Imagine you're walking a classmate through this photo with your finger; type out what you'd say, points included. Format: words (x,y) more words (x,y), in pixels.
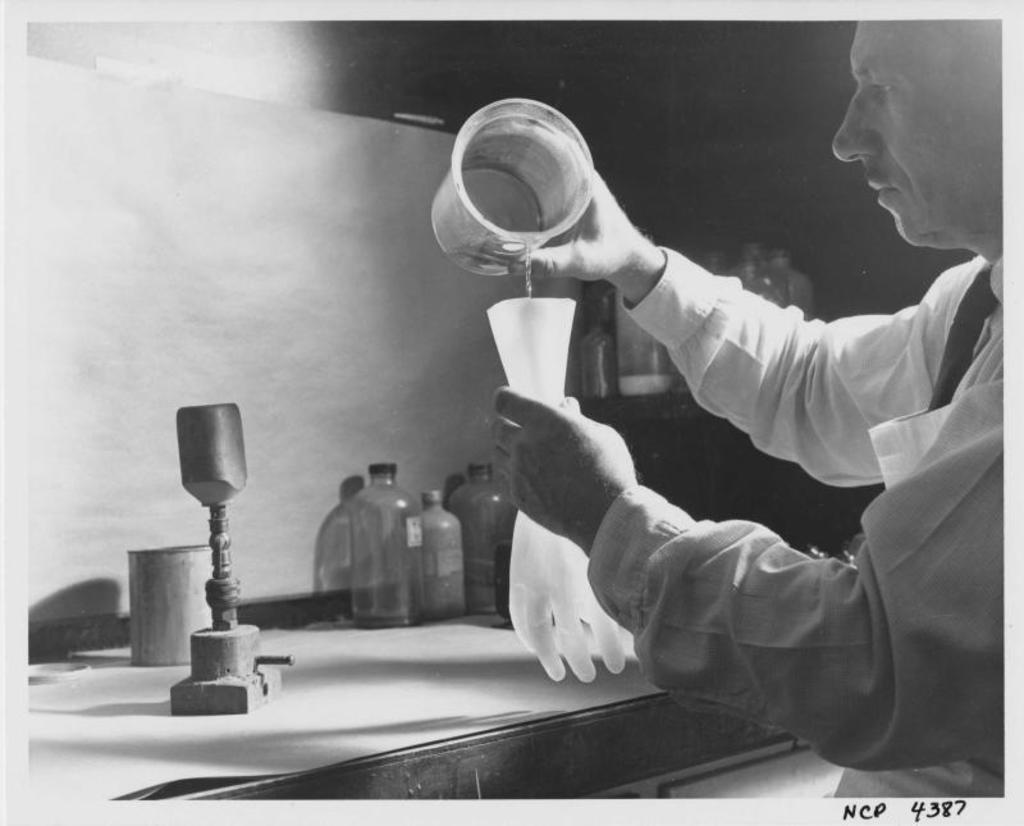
In this image there is a person (716,340) holding a glove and a jug (500,248) of water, and the background there are bottles (391,514), a stand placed in a table (347,742), and a wall (261,211).
